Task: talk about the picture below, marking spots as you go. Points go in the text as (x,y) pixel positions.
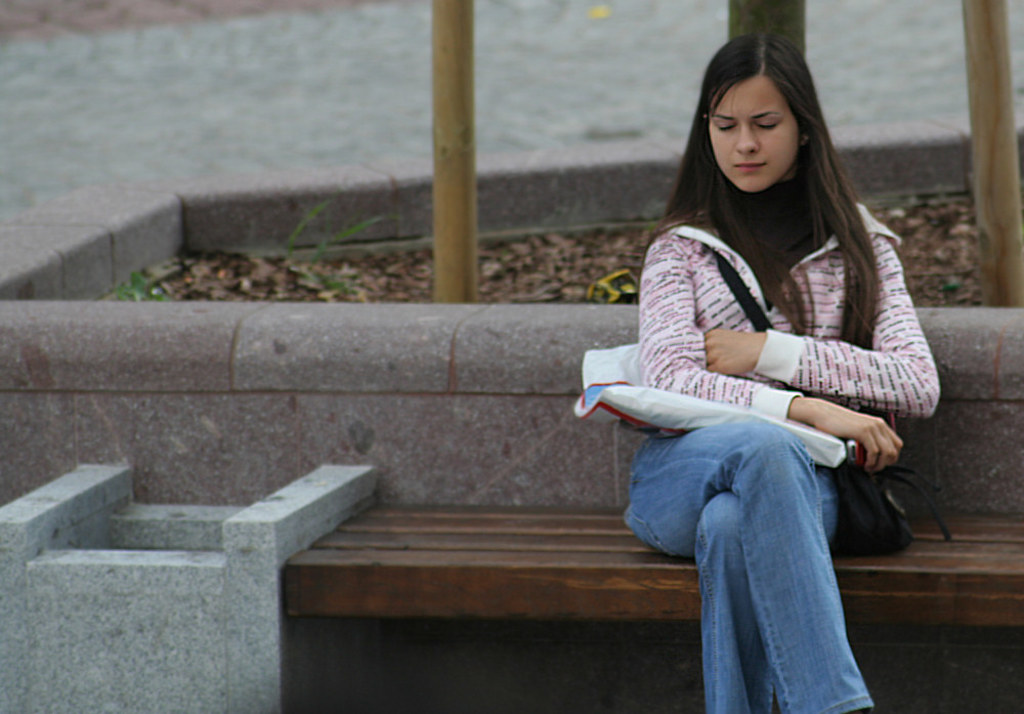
In this image we can see a woman (847,321) is sitting on the wooden surface (366,572). She is holding a cover (659,412), an object (857,443) and carrying a bag (879,490). Behind her, we can see wooden bamboos (966,4) and dry leaves (589,260). It seems like pavement (268,72) at the top of the image (249,95). We can see a structure (169,591) in the left bottom of the image (200,549).
